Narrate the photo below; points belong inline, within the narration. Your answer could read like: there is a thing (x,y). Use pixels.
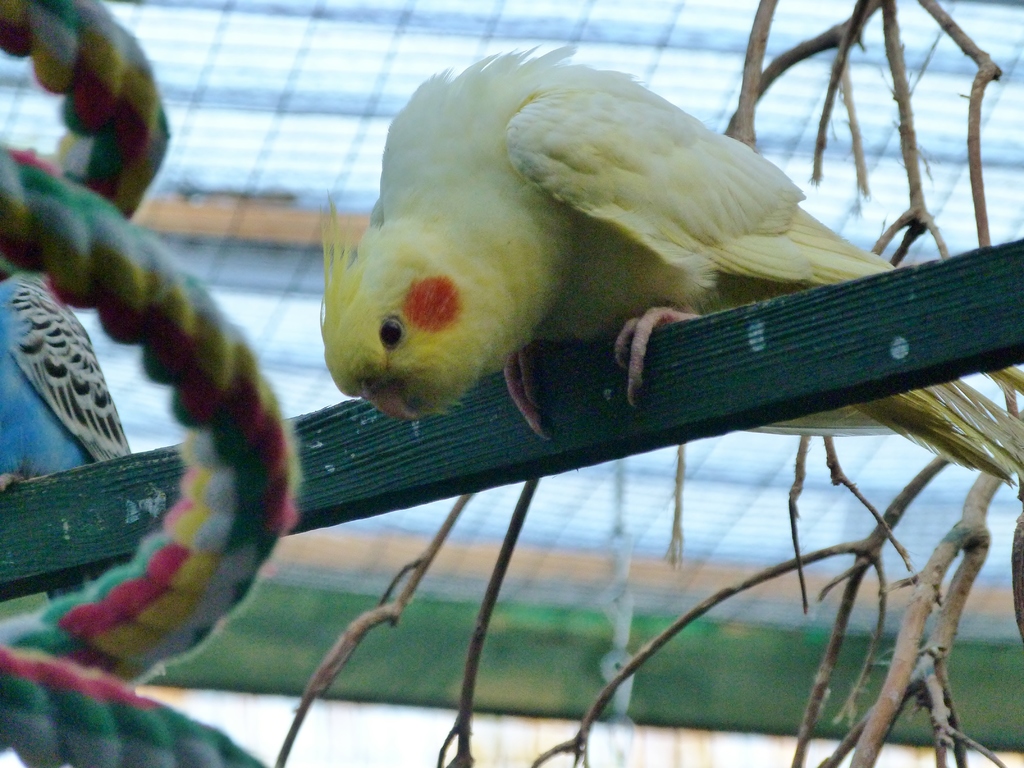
In this image, we can see birds (437,315) on the wood stick (475,394) and there is a rope (236,463) and we can see a stem (914,490).
